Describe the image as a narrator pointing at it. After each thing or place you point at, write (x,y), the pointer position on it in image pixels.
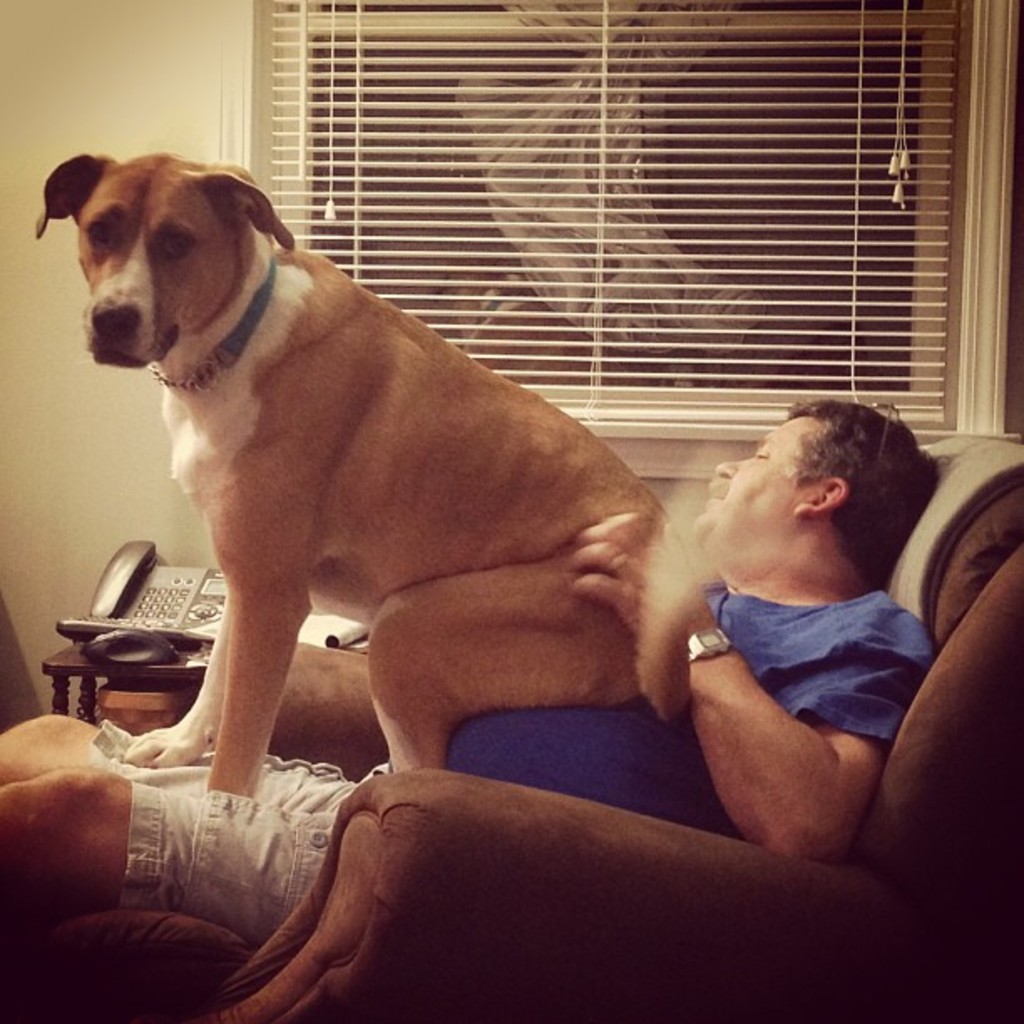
In this picture we can see a man (41,750) sitting on sofa (571,839) and on him dog (395,407) is sitting and beside to him we have a telephone (148,568), book (317,628) on table (110,676) and in the background (58,140) we can see wall (220,84), window (532,83) with blinds (453,181).
